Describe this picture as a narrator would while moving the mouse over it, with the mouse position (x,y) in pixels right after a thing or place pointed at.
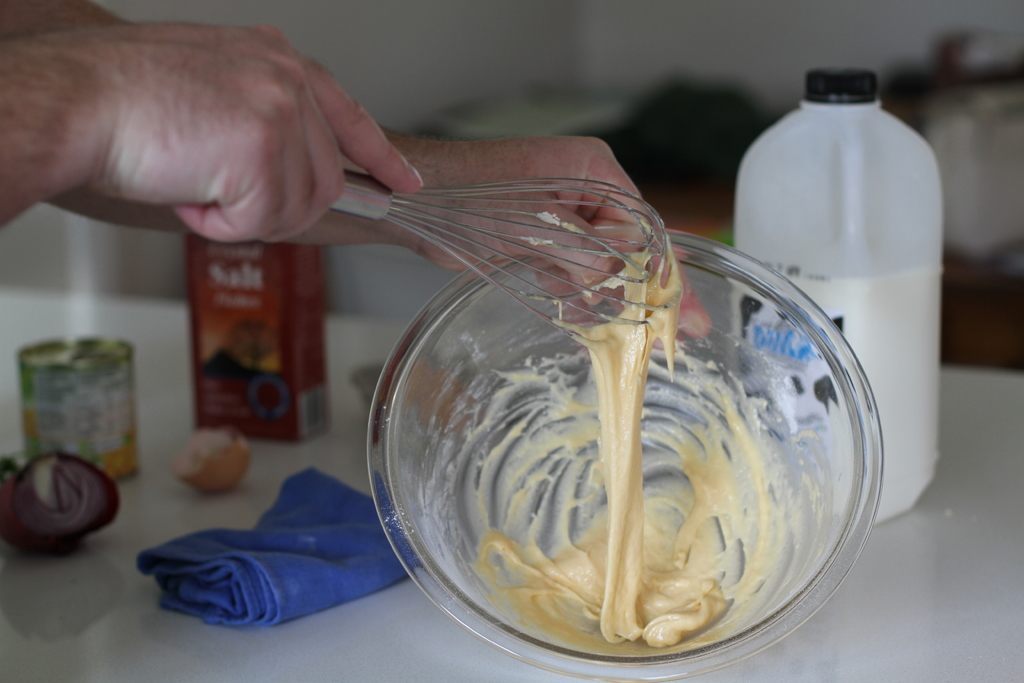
In this image there is a table (540,681) and we can see a milk bottle (940,321), napkin (305,515), onion (115,511), tin (86,416), carton (224,404) and a bowl (514,421) containing dough (629,595) placed on the table (412,608). On the left (166,187) we can see a person's hand (147,122) holding a whisk (364,195).
